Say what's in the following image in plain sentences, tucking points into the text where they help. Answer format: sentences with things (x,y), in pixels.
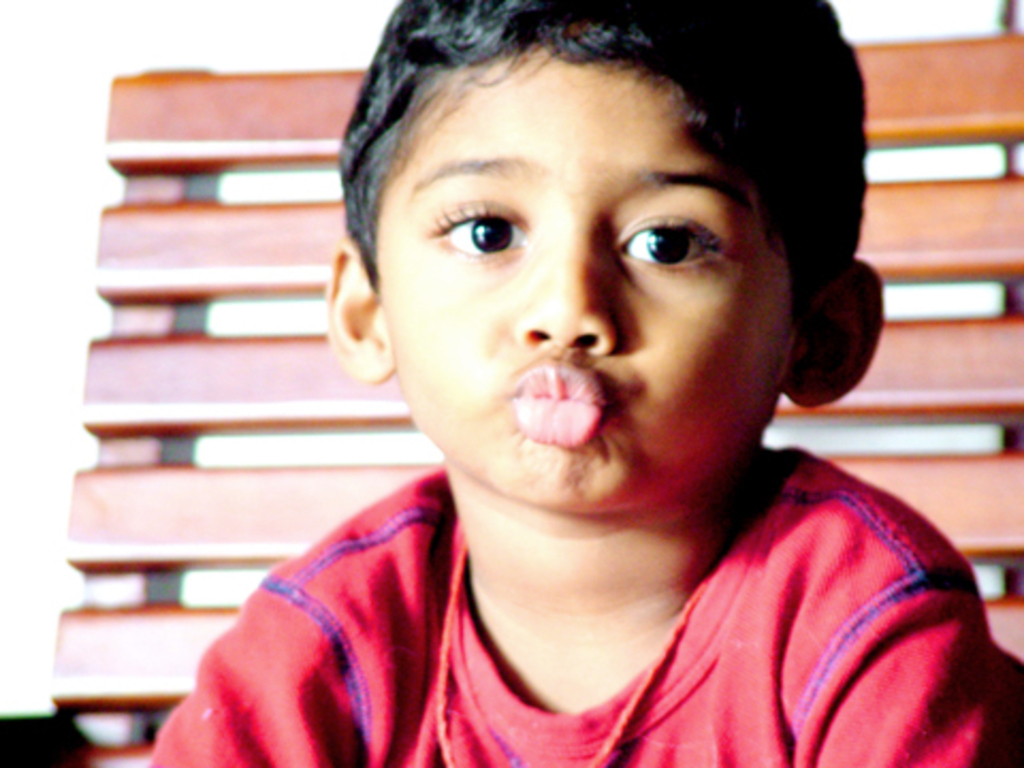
In this image I can see a boy (564,416) is there, he wore red color t-shirt (273,644). Behind him it may be wooden frame (220,386).
